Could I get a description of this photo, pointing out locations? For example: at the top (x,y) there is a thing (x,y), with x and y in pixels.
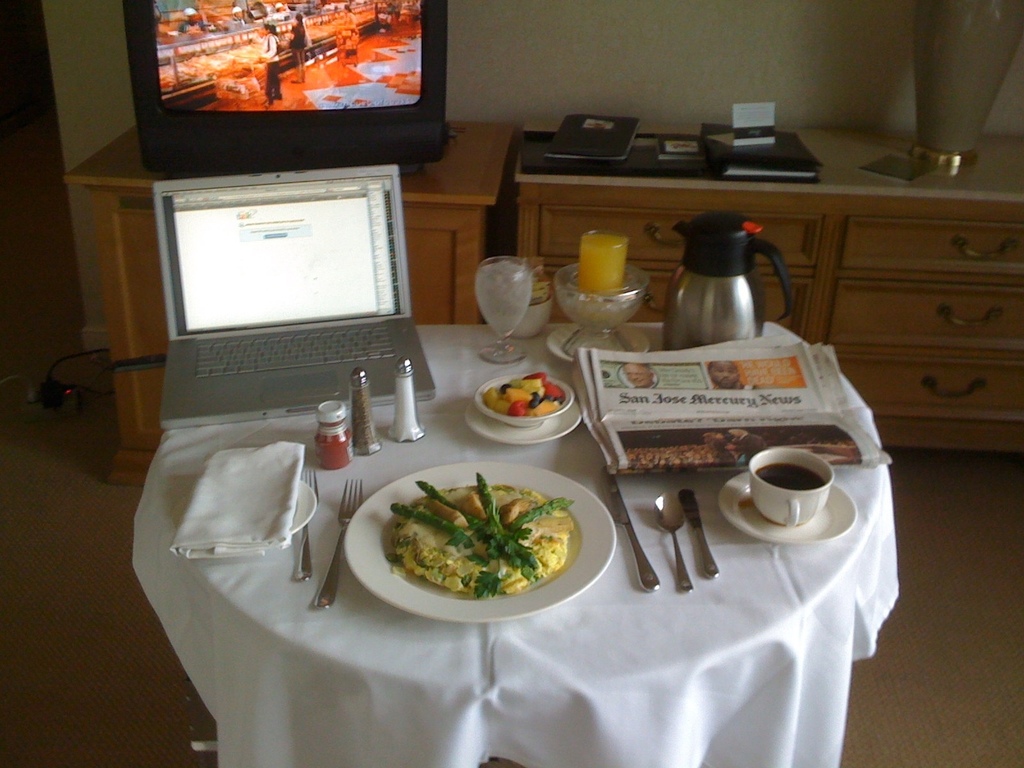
In this image i can see a plate (424,480), spoons (662,499), cup (757,489), paper (795,447) laptop (382,307) at the back ground (428,321) i can see a television (360,137), cupboard (463,137) and a wall (471,117).
